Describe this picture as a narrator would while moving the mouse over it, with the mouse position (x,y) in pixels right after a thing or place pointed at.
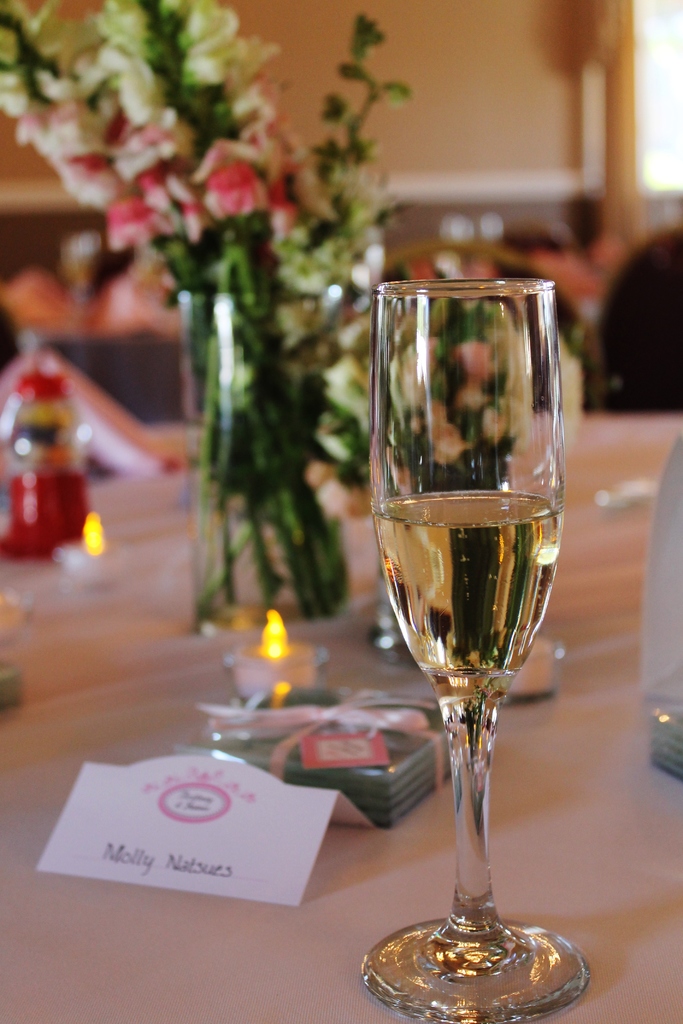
In this picture we can see a glass (503,604) with drink (496,590) in it and a name card (163,869), flower vase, gumball machine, some objects (350,701) and these all are on a platform (330,664) and in the background (616,351) we can see a wall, chairs (610,345) and it is blurry.
